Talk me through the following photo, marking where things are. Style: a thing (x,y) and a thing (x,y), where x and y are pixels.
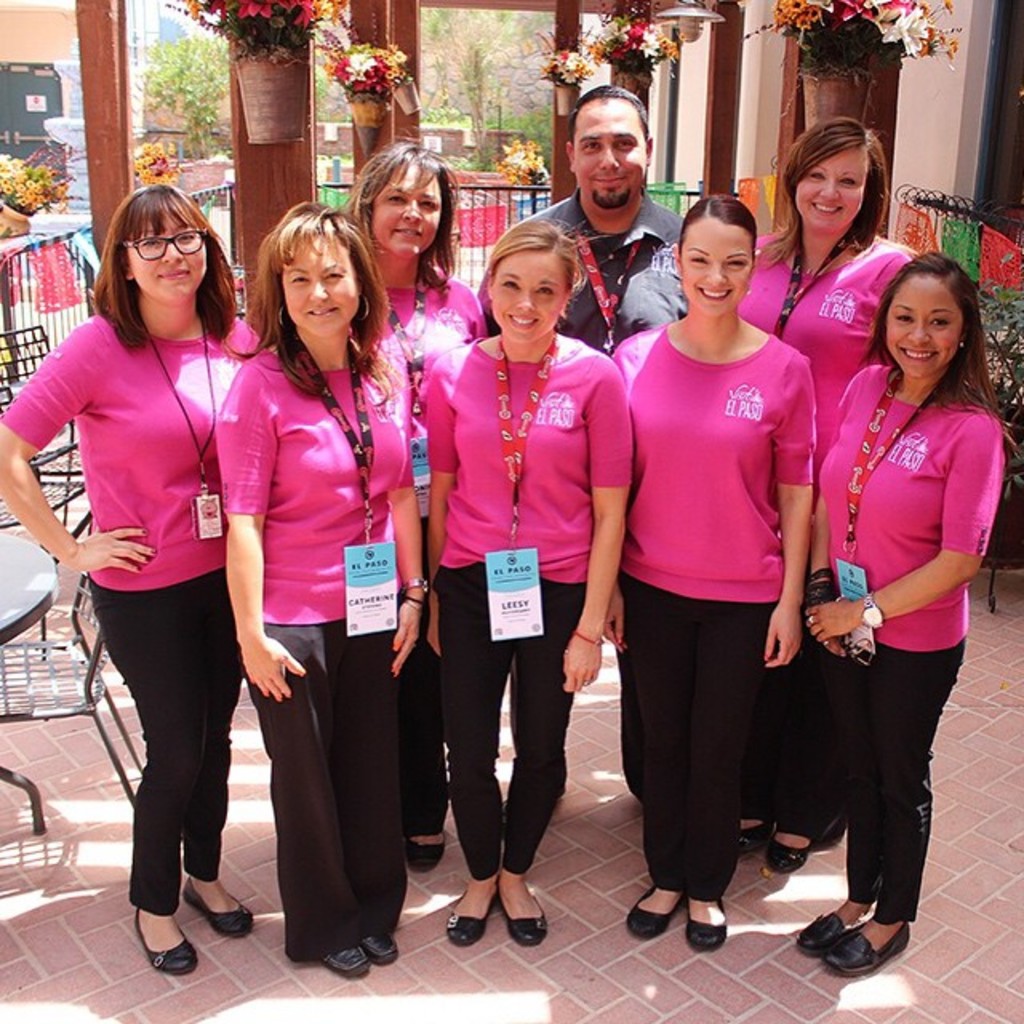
In this image, we can see a group of people (571,400) are standing on the floor (551,909) and smiling. Background (300,152) we can see few clothes (998,235), railing (29,309), pillars (711,100), plant (1,178) with flowers (786,18) and pots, house (11,103), trees (190,122). Left side of the image (23,711), we can see a table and few chairs (67,679).
